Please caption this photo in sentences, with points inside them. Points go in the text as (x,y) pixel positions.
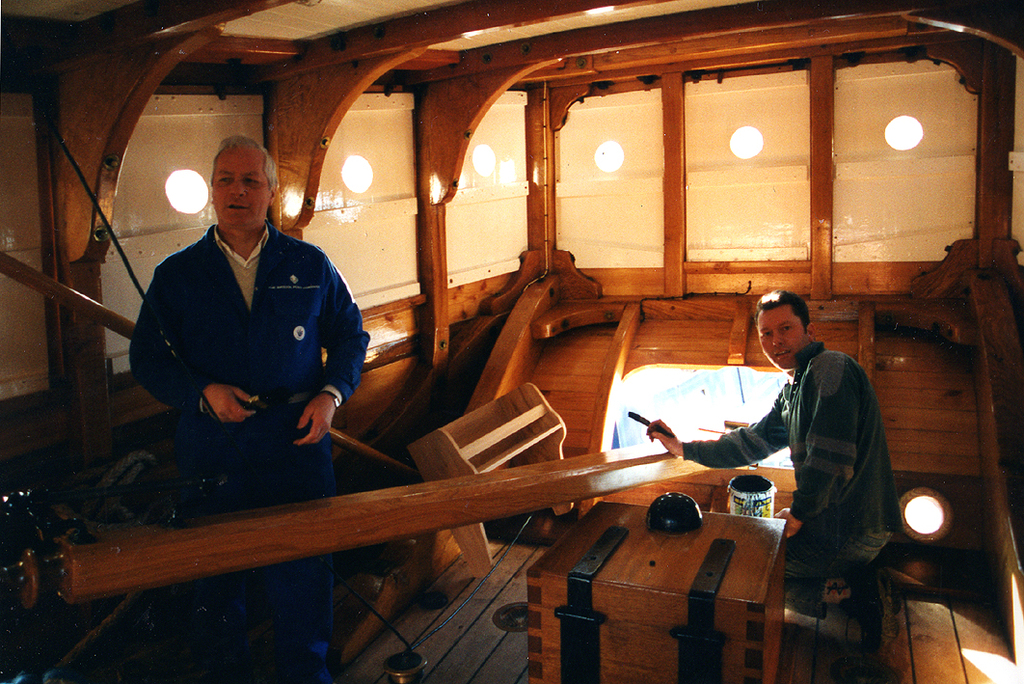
In this image it seems like a wooden house (433,243) where there are two men (221,287). The man (867,509) on the right side (795,474) is holding the paint brush (645,421). beside him there is a box (652,554). The man (208,444) on the left side (194,344) is standing on the floor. In front of him there is a wooden stick (377,538). At the top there are lights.
